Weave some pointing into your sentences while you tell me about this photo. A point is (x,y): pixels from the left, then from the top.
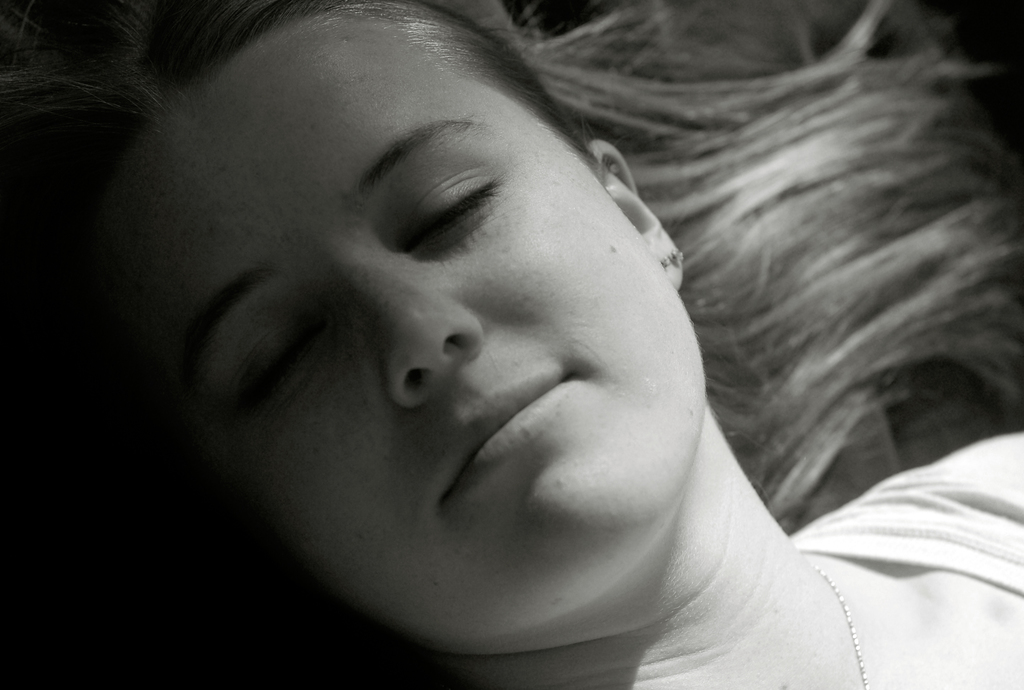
In this image we can see a lady (438,631).
